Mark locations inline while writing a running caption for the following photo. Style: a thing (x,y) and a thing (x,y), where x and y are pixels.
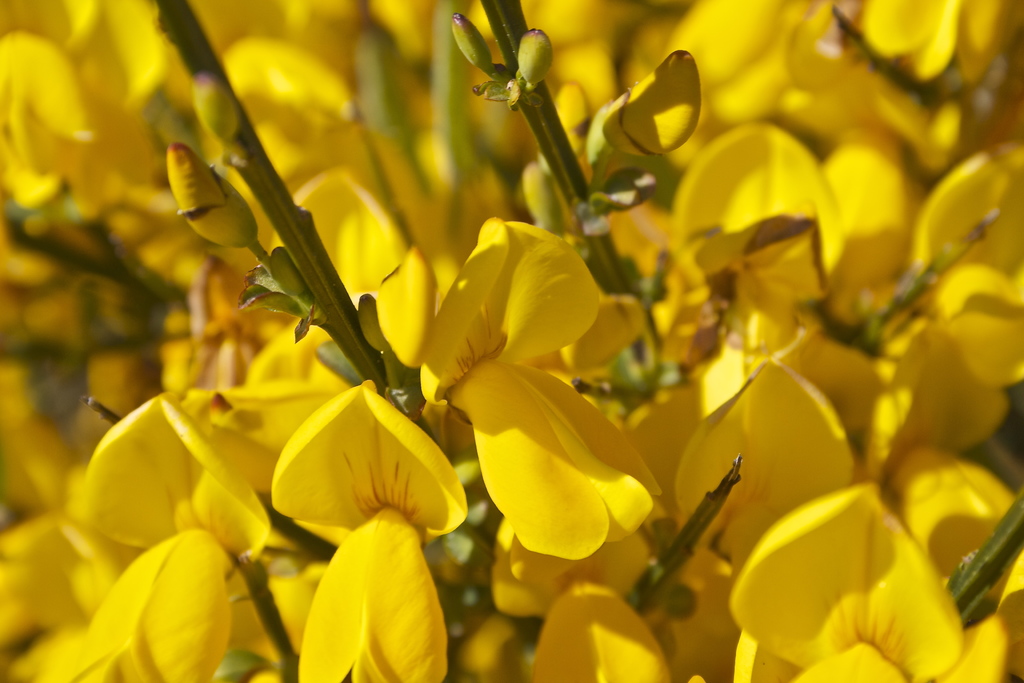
In this image we can see there are flowers (376,294) and buds (592,147).
